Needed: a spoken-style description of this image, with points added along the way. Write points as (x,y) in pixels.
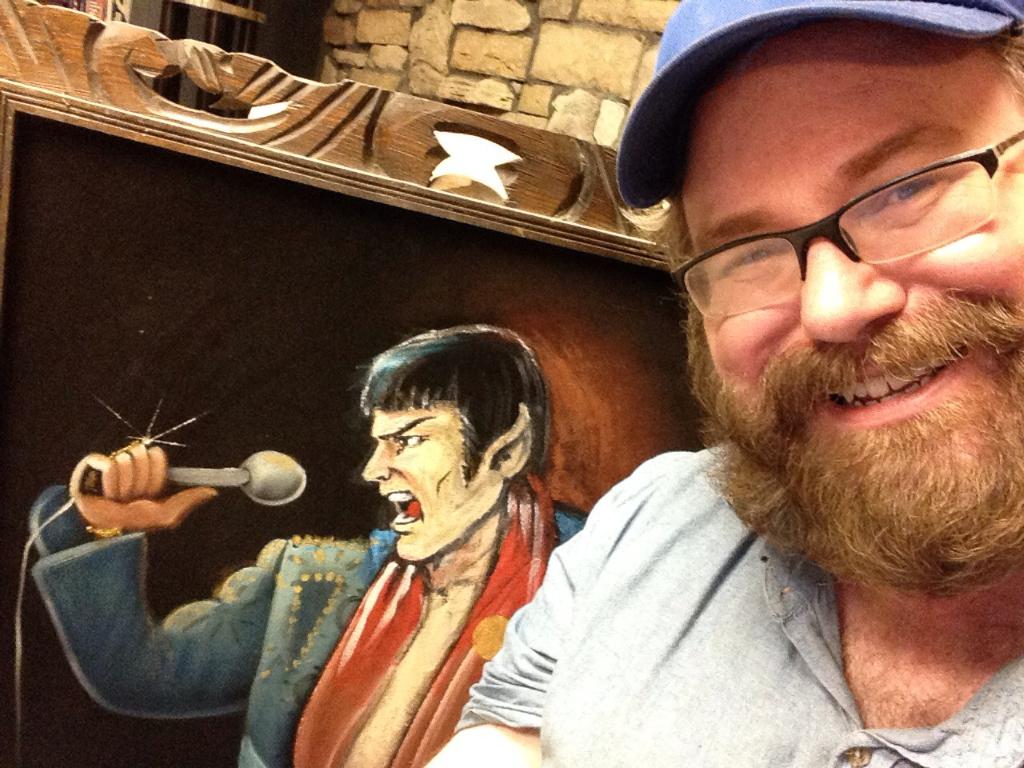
There is a man (874,301) wore glasses (870,212) and cap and smiling. We can see frame (487,396) of a person's (426,455). Background (522,11) we can see wall (494,49).
